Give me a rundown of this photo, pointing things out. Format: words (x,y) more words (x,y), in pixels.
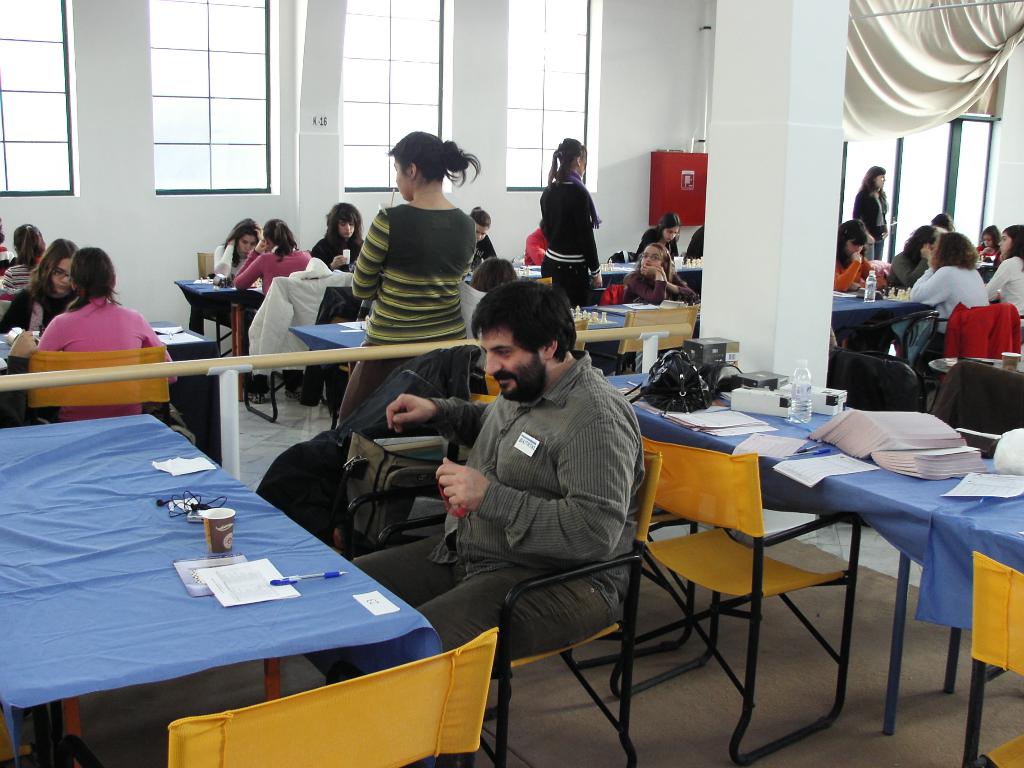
In the image there are few people (270,268) who sat on chair (512,668) in front of table (8,634), its seems to be a competition and there are windows (229,97) on the wall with curtain (952,70).
